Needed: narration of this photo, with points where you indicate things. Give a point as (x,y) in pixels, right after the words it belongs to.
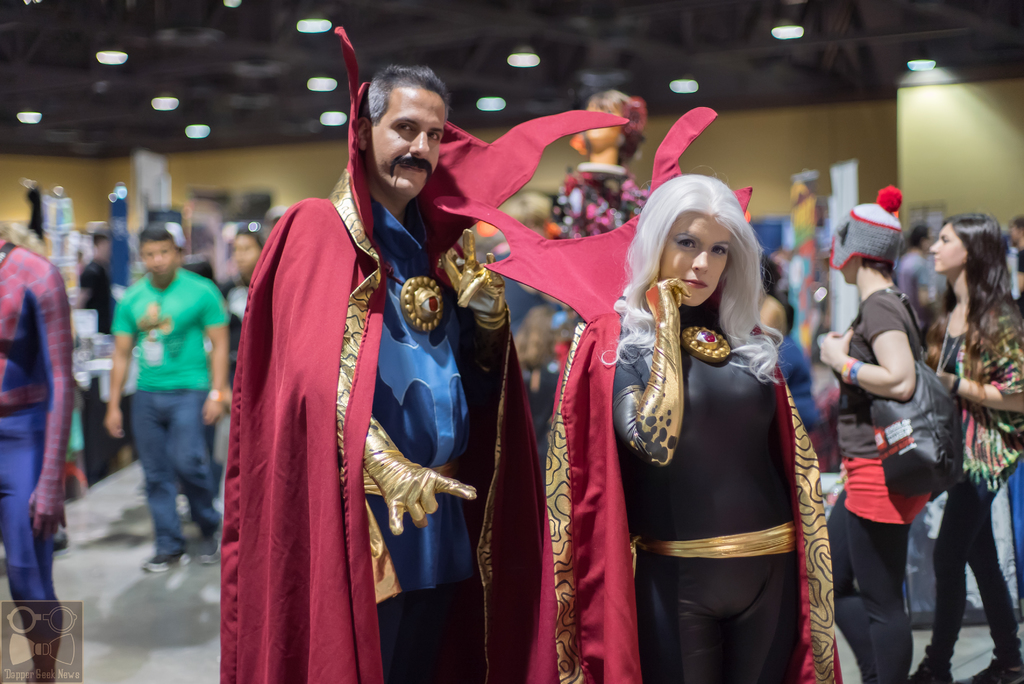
In this picture we can see some people (382,380) are in one room (423,369), few people (393,317) are wearing costumes (605,332) and we can see some lights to the roof (217,64).
